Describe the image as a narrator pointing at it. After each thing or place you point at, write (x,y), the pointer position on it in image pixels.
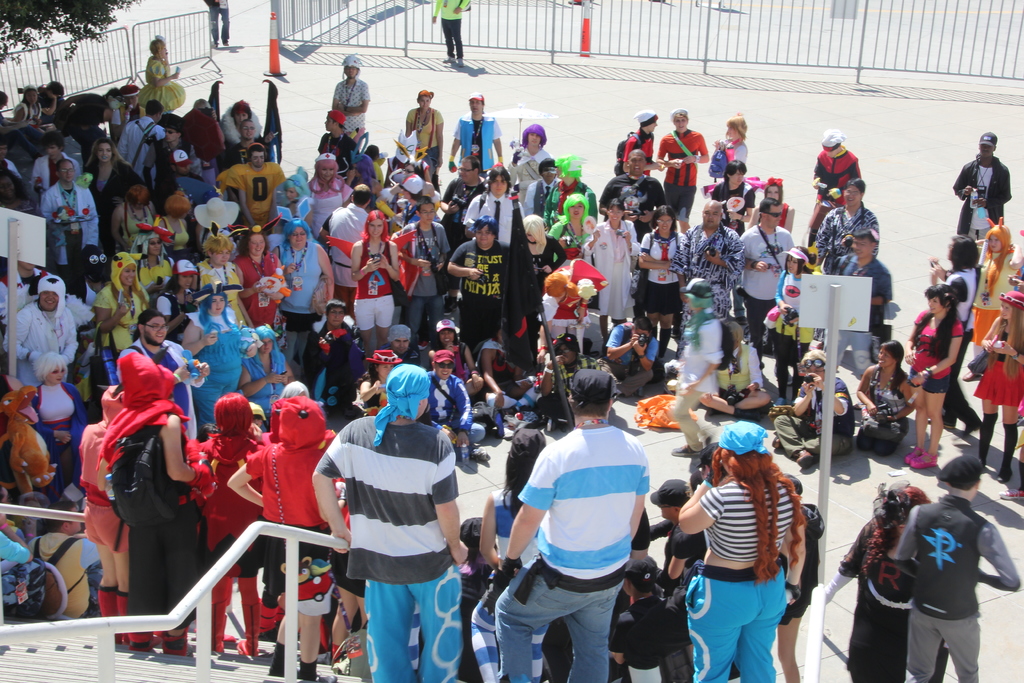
In this image, there are many people (441,387). We can see some stairs (246,670) and the railing (313,541). We can see the ground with some objects (483,415). We can also see the fence (104,65) and some leaves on the top left corner (138,70). We can also see some poles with boards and a flag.
